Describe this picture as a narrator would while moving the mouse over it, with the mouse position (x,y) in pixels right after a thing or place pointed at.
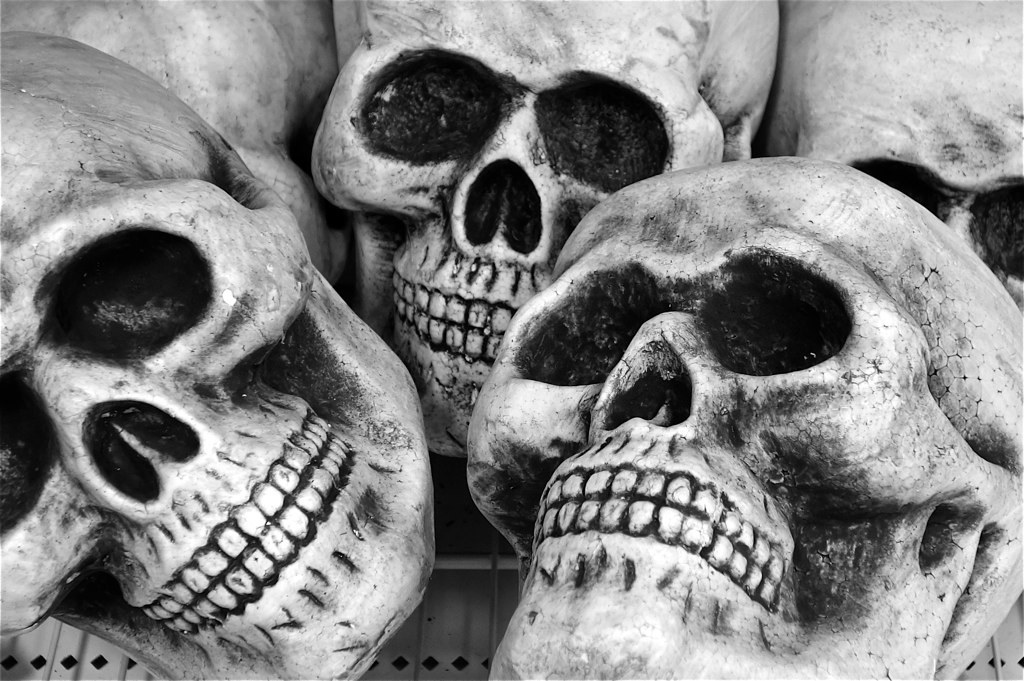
This is a black and white pic. There are skulls (270,147) on a welded wire mesh (477,572) on a platform (456,567).
